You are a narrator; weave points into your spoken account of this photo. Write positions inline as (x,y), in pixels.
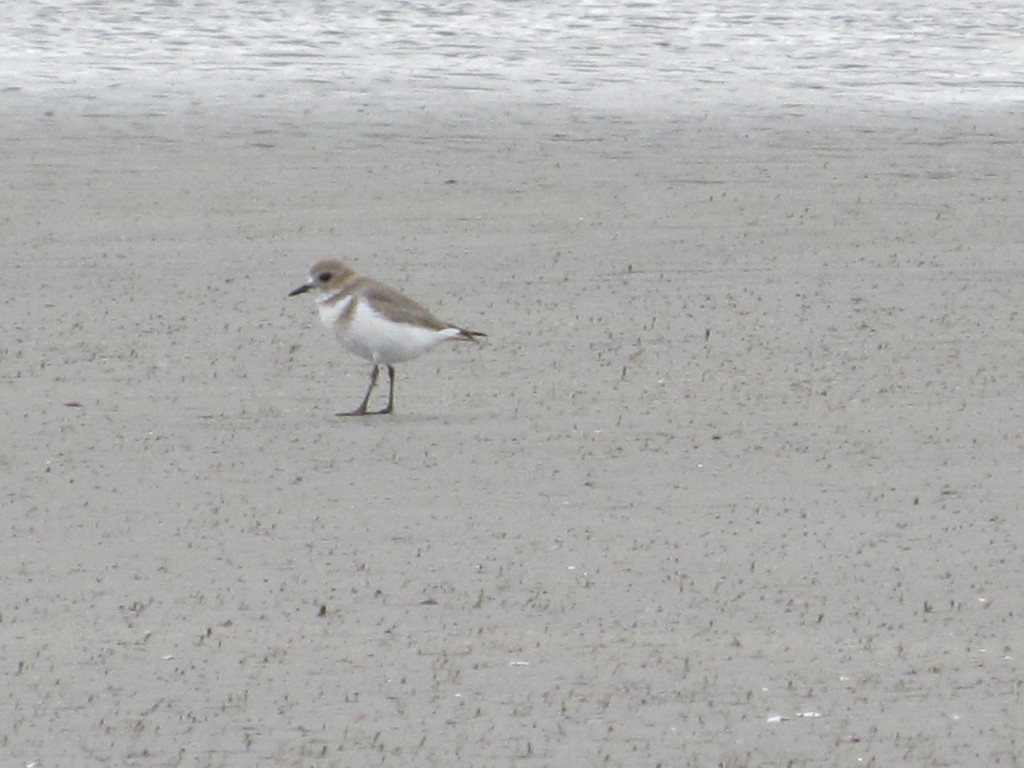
In this image I can see an open ground (522,359) and on it I can see a white and grey colour bird (361,321) is standing.
